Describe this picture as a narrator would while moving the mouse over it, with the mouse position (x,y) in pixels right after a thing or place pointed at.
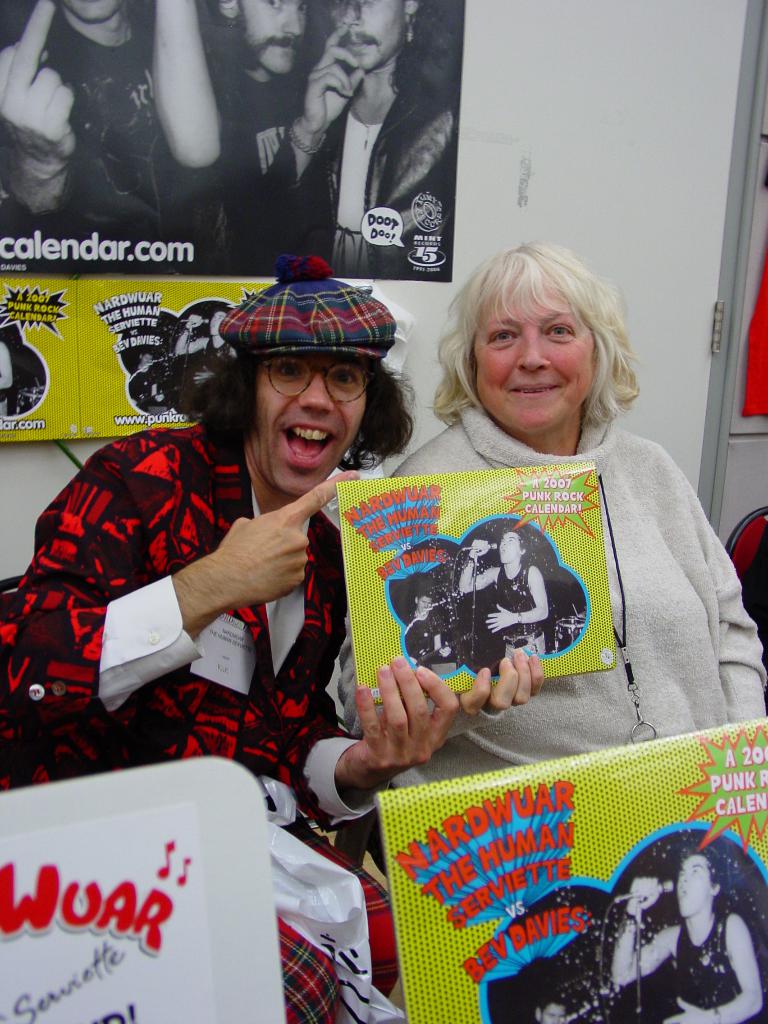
In this image we can see two persons (318,663) and among them a person (304,484) is holding a poster (442,616). Behind the person (159,639) we can see a wall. On the wall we can see the posters (369,94) and on the posters (184,61) we can see the text (49,317) and images of the persons (231,190). On the right side (683,401), we can see a door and a chair (747,540). At the bottom (501,951) we can see the posters (481,925).
